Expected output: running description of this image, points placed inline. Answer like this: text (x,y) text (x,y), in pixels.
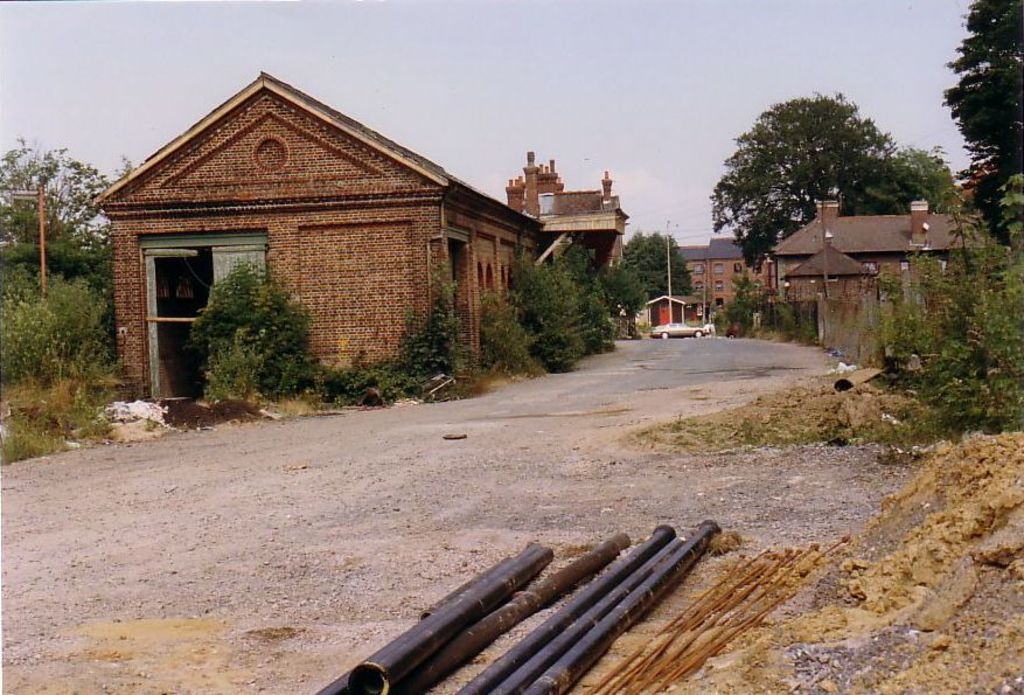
In the center of the image (468,345) there are sheds (718,280) and we can see a car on the road (541,535). At the bottom (438,655) there are rods (560,623). In the background (737,205) we can see trees (983,95) and sky (805,32).
